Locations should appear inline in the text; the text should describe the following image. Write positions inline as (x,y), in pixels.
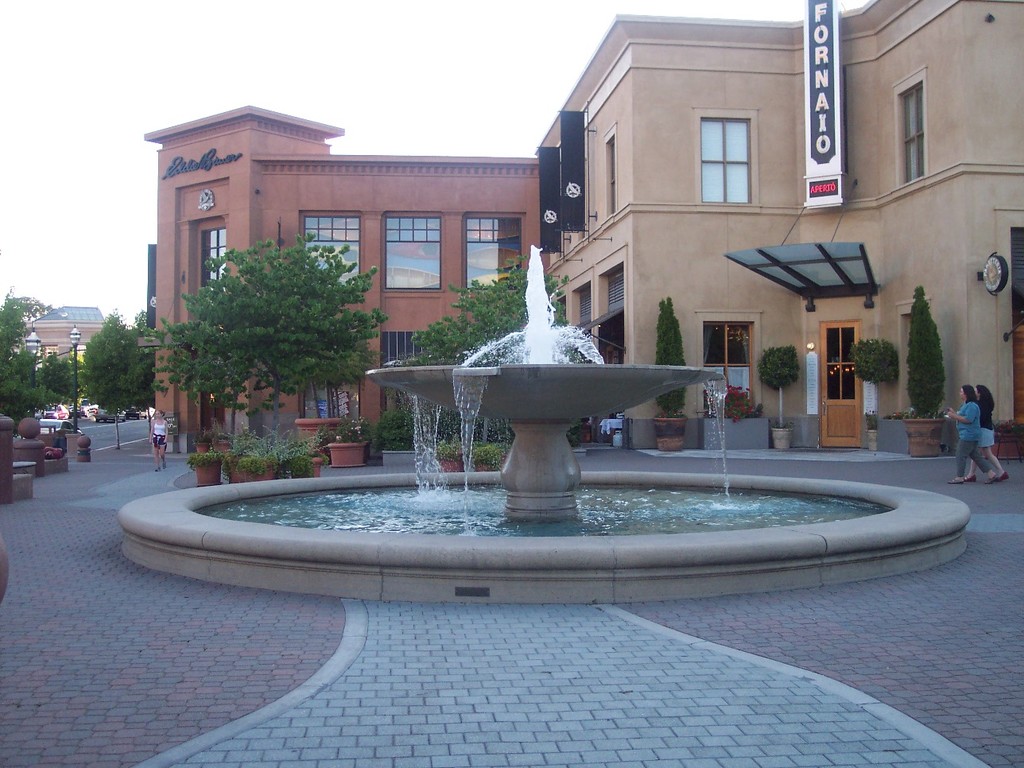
In the picture we can see a huge pot (614,577) on it, we can see a water surface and a fountain (438,581) with waterfall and behind it, we can see some plants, trees (292,371) and buildings (657,267) with windows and glasses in it and in the background (78,182) we can see a sky (77,158).
